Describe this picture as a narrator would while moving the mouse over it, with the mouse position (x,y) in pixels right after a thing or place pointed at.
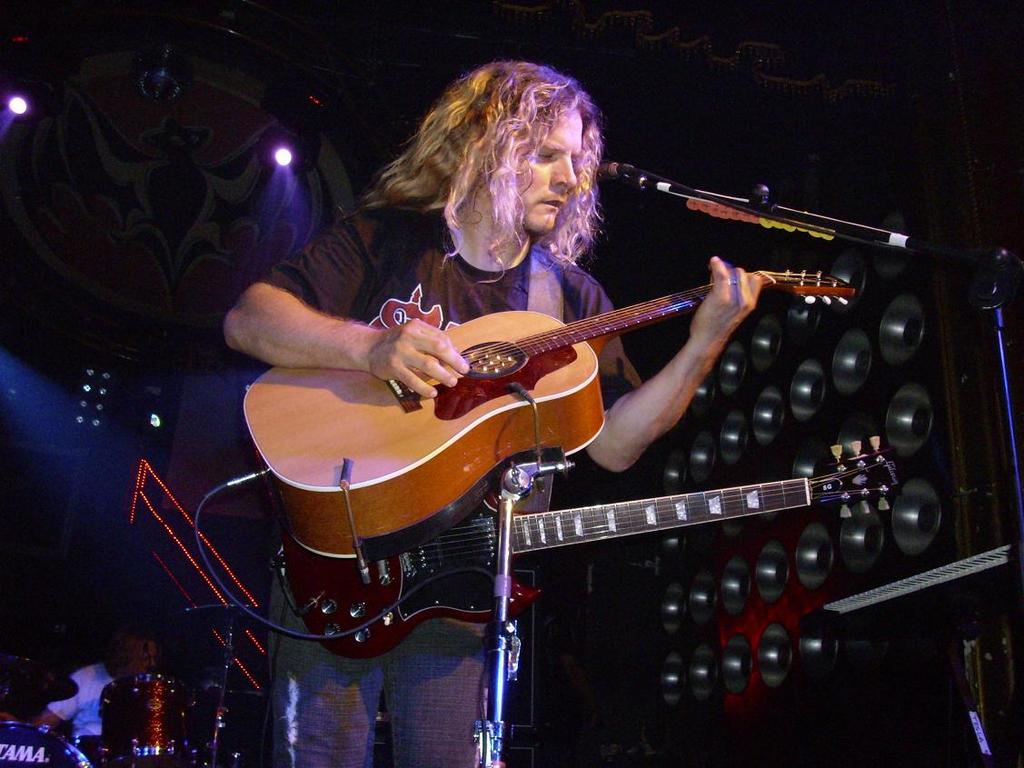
This picture shows a man (308,756) standing and playing guitar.
